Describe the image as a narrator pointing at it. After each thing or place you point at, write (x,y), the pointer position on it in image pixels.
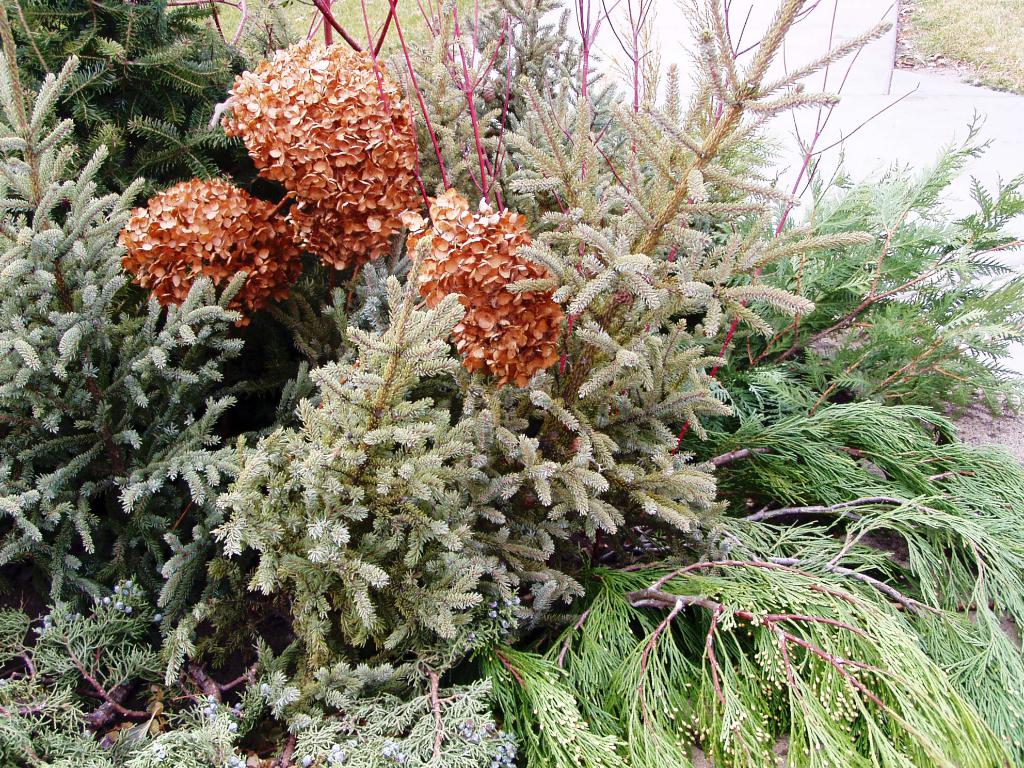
In this image I can see few flowers (483,303) in orange color and I can also see few plants (630,387) in green color.
